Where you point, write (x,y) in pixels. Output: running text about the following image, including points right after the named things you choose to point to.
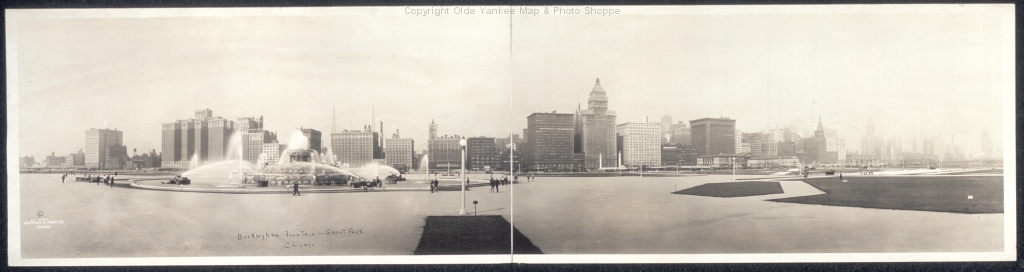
It is a black and white image. On the left side of the image (234,180) there is a fountain (235,173). There are people (436,184) walking on the road (324,215). In the center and right side of the image (994,185) there is a lawn (890,202). There are lights (463,177). In the background of the image (622,158) there are buildings (578,142) and sky (702,41).
